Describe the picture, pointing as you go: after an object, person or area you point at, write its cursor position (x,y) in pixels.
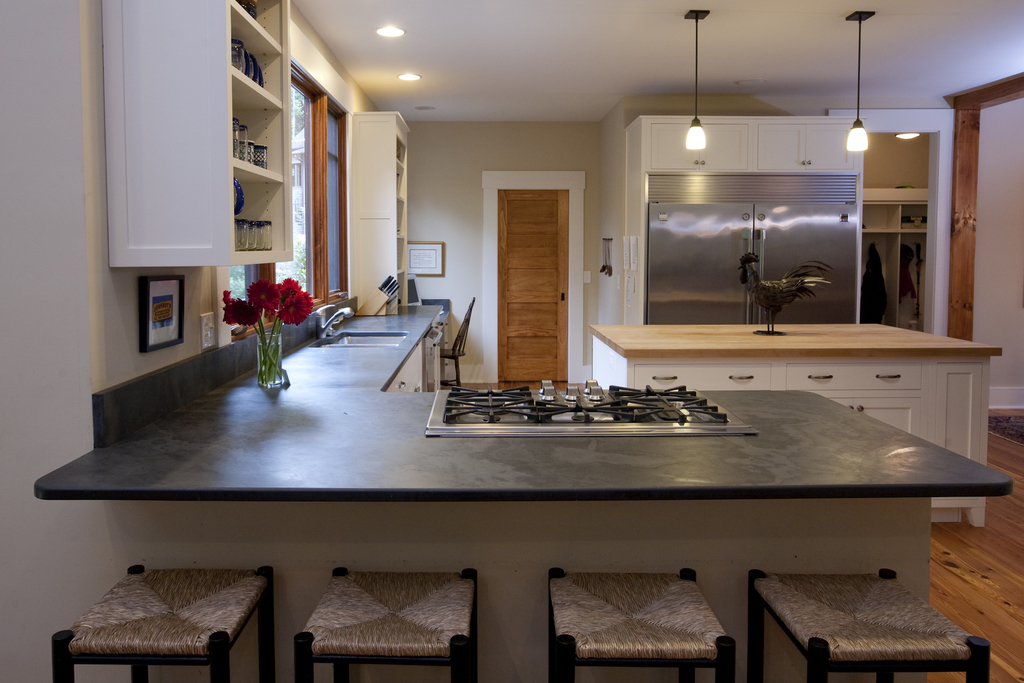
In this image there are cupboards (366,224), window (318,234), door (501,341), chair (470,314), tables (754,426), stove (534,424), vase (270,350), flowers (287,298), sink (370,340), tap (322,328), pictures (171,286), lights (696,141), wooden floor (956,542) and objects (670,321). In that cupboards (203,209) there are things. Pictures (157,290) are on the wall (190,280).
